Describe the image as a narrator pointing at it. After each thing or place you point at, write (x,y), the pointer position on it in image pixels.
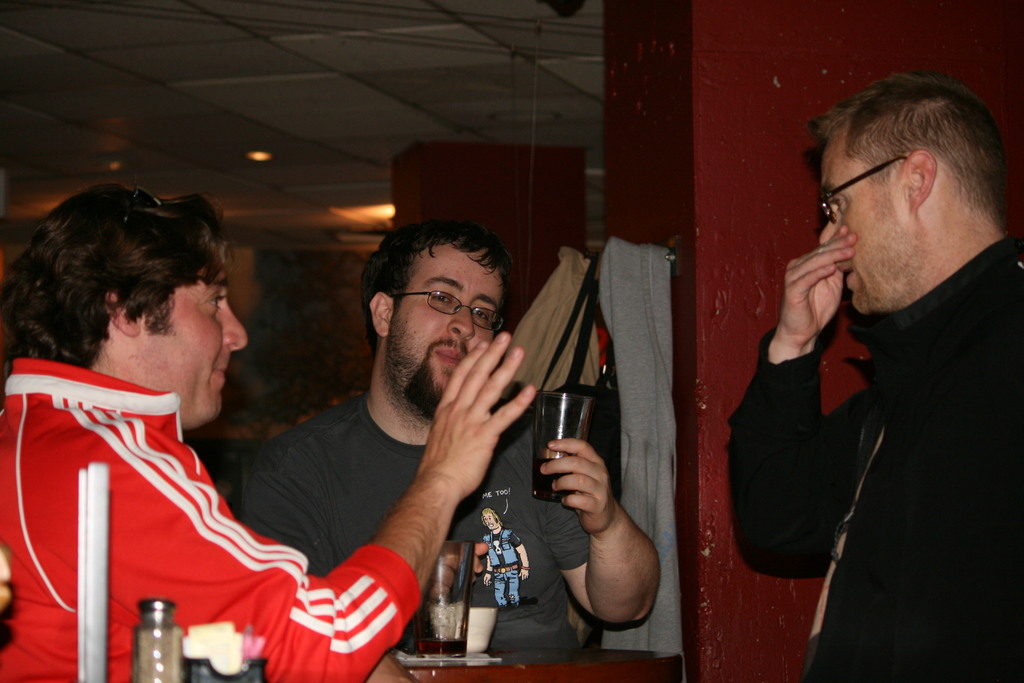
In this image, we can see three people (350,597). Two people (967,603) are wearing glasses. Here a person (612,565) is holding a glass (565,435) with liquid (547,488). At the bottom (451,642), we can see table (481,666), few objects (422,627). Background (497,210) we can see pillar (513,229), wall (496,197), clothes (618,315), bag (601,404). Top of the image (471,115), there is a ceiling (416,133) with lights (384,210).
